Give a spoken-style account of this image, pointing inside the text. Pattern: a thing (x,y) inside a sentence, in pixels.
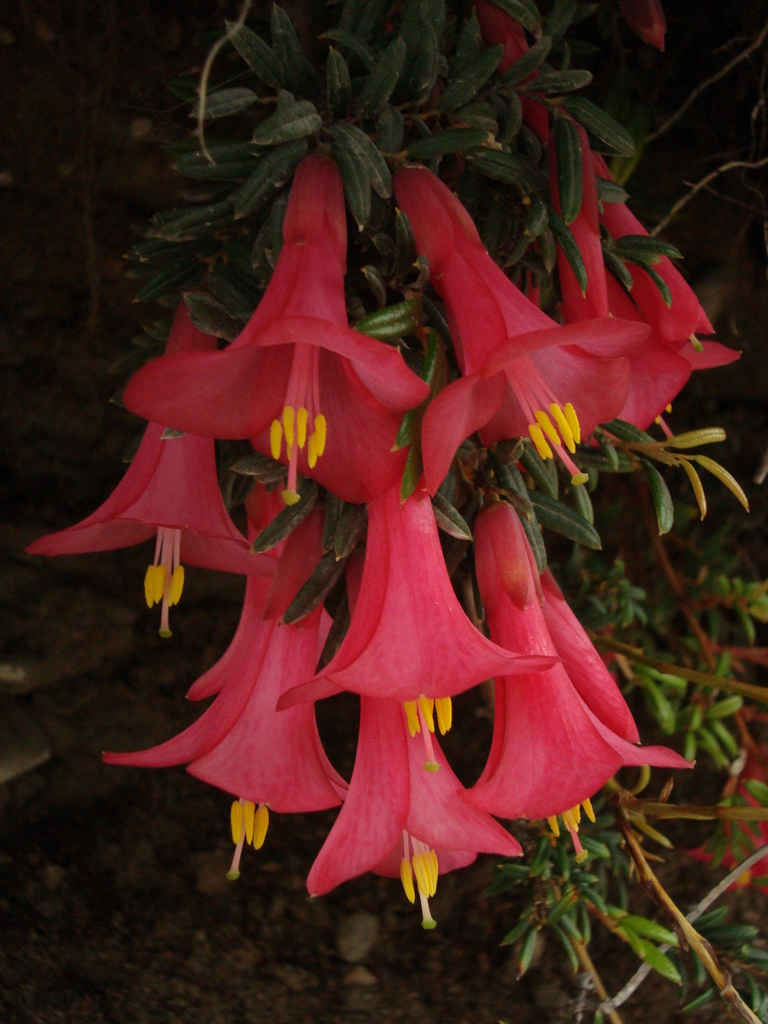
Here we can see a plant (458,656) with flowers (458,656) and in the background (48,288) the image is not clear.
